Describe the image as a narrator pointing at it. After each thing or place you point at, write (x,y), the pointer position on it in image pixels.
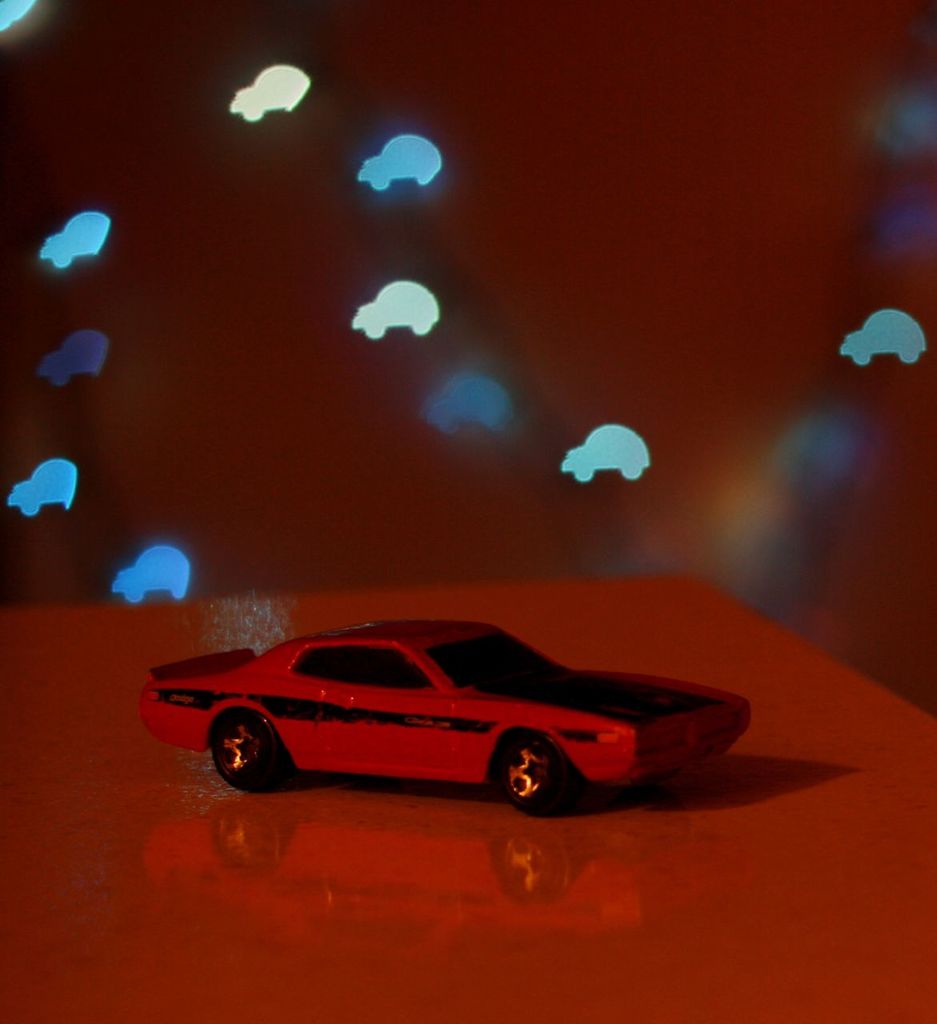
In this picture, it seems like a toy car (576,764) in the foreground (601,678) and car shaped lights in the background (442,160).
